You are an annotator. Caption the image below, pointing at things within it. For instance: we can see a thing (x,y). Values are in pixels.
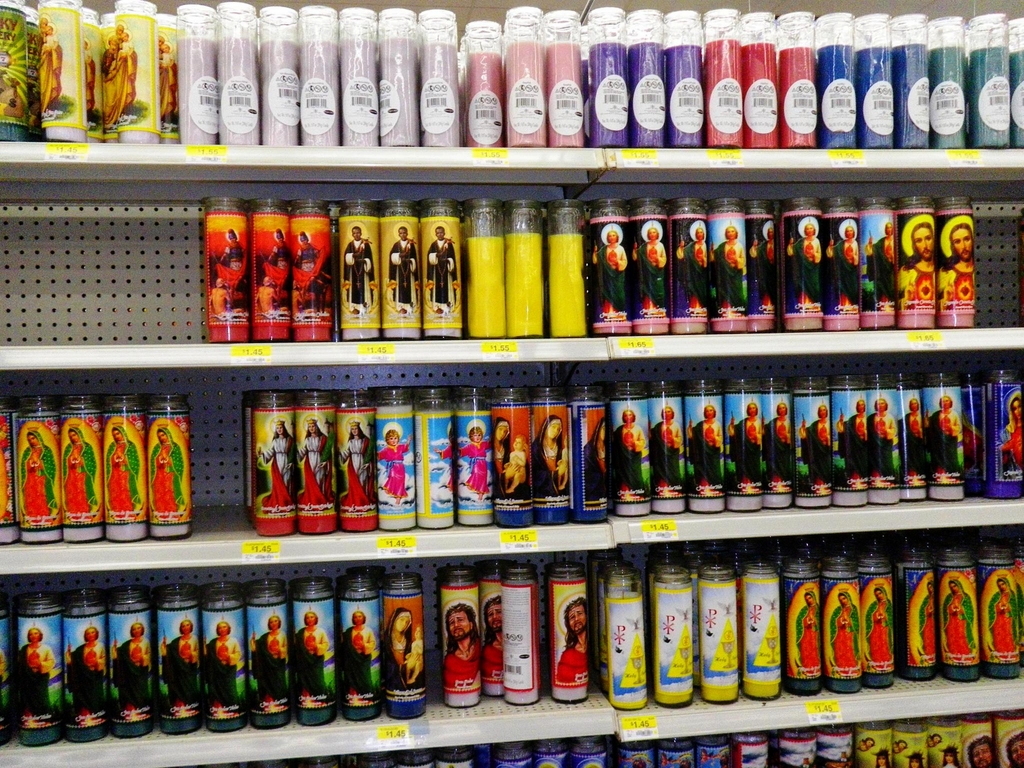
In this racks (933,546) there are bottles (668,251). To these bottles (671,240) these are stickers (922,119) and pictures (392,454). To these racks (688,194) there are stickers (76,144).
